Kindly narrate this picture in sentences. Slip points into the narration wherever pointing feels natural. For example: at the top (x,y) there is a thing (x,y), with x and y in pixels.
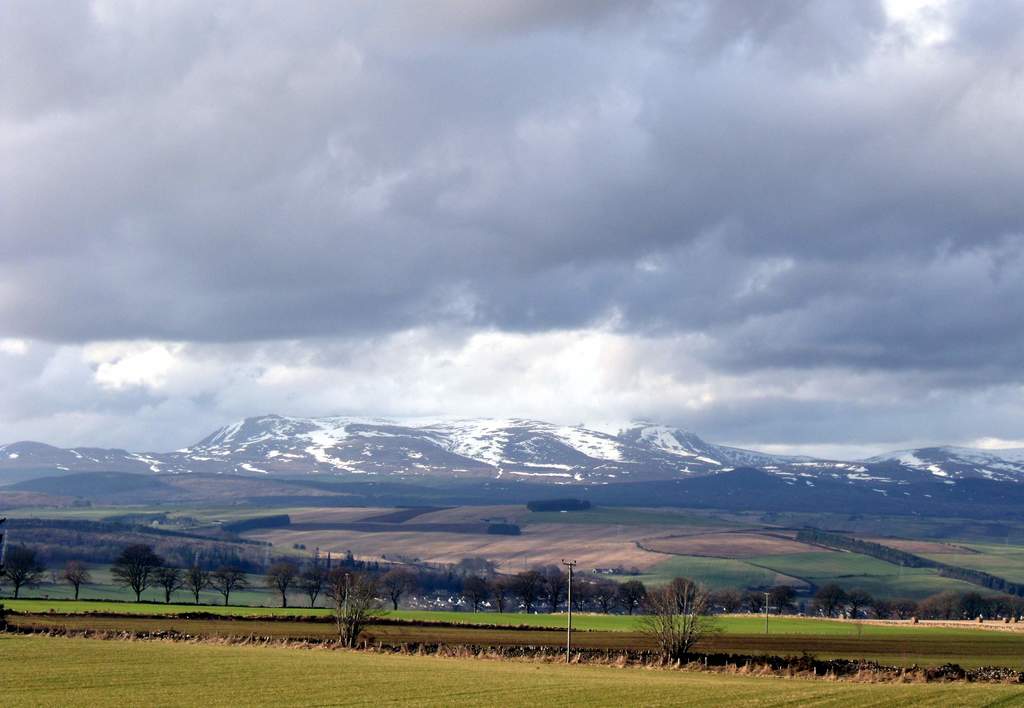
In this image I can see the grass (351,669), trees (555,582). In the background (538,485), I can see the hills (442,447) with snow (651,437) and clouds (461,267) in the sky (441,267).
